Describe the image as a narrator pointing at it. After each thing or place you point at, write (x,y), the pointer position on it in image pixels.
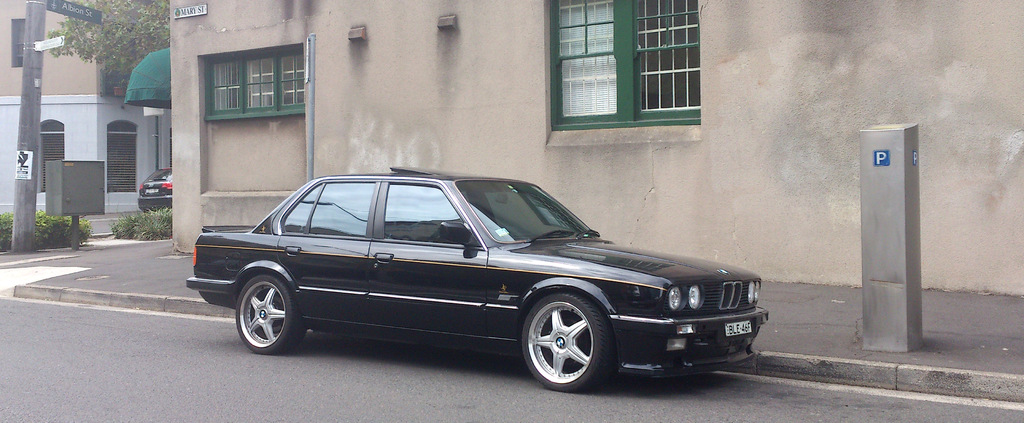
In this image there are buildings (186,233), plants (168,229), vehicles (333,284), poles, boards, a poster (30,171), box (74,162) and objects (138,95). Poster (18,175) is on the pole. Something is written on the boards (204,11) and poster (31,158). Vehicles (154,173) are on the road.
